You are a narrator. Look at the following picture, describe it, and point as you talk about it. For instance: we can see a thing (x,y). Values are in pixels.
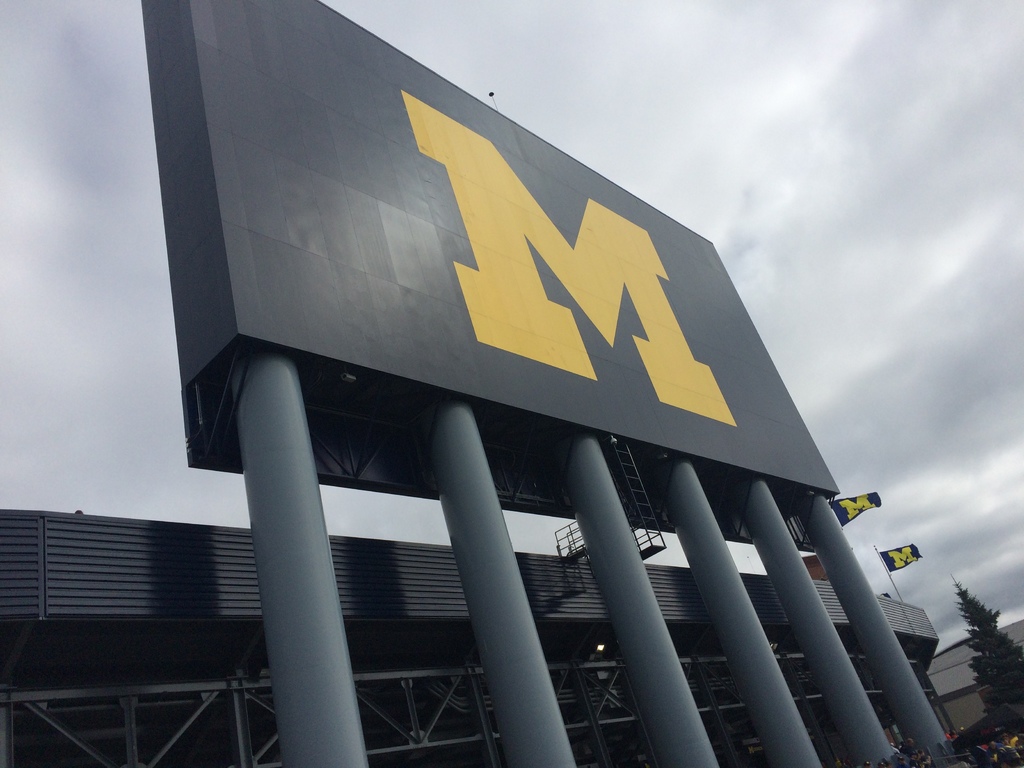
In this picture we can see a hoarding (650,343) here, on the right side (1001,683) there is a tree (998,670), we can see two flags (859,508) here, there is the sky (640,93) at the top of the picture (610,81).
